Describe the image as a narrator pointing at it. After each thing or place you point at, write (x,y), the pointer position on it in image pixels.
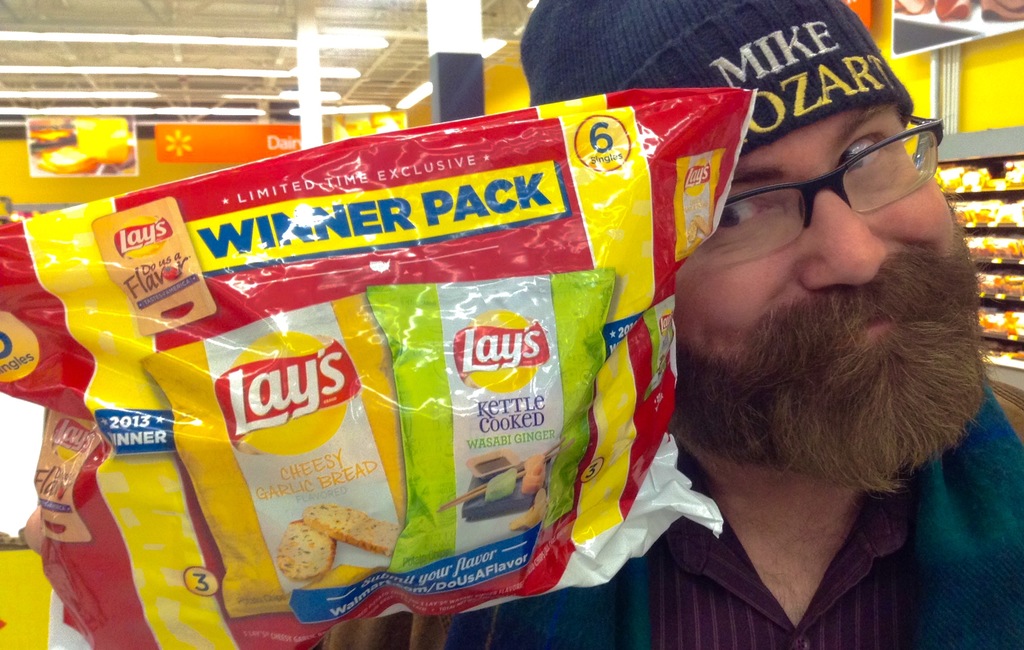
In this image I can see a packet (551,493) on the left side (22,365) and on it I can see something is written. On the right side of this image (863,170) I can see a man (835,307) and I can see he is wearing a cap (864,77), specs (893,145) and shirt (745,618). On the top left side of this image (24,34) I can see number of lights (348,47) and few boards (41,162).
